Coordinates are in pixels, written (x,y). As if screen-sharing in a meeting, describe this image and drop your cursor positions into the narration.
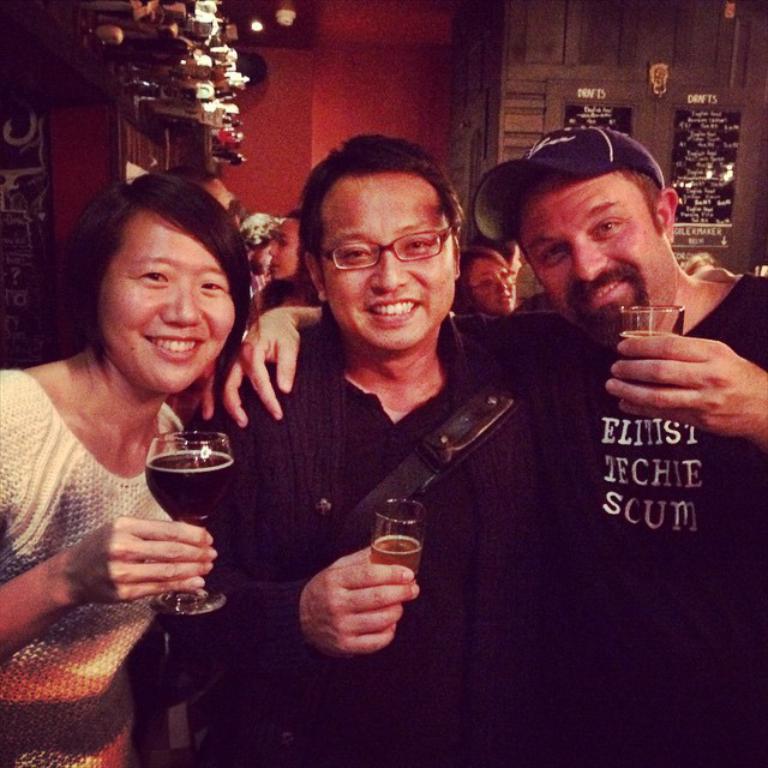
There are three persons (396,348). In the left corner (85,403) one lady (119,488) is holding wine glass (196,493). In the middle (325,401) there is a person (395,603) holding wine glass (400,512) wearing specs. In the right corner (659,431) a person (679,357) holding wine glass (658,318) wearing a cap (567,181). In the background (363,95) we can see a red wall (322,78).
